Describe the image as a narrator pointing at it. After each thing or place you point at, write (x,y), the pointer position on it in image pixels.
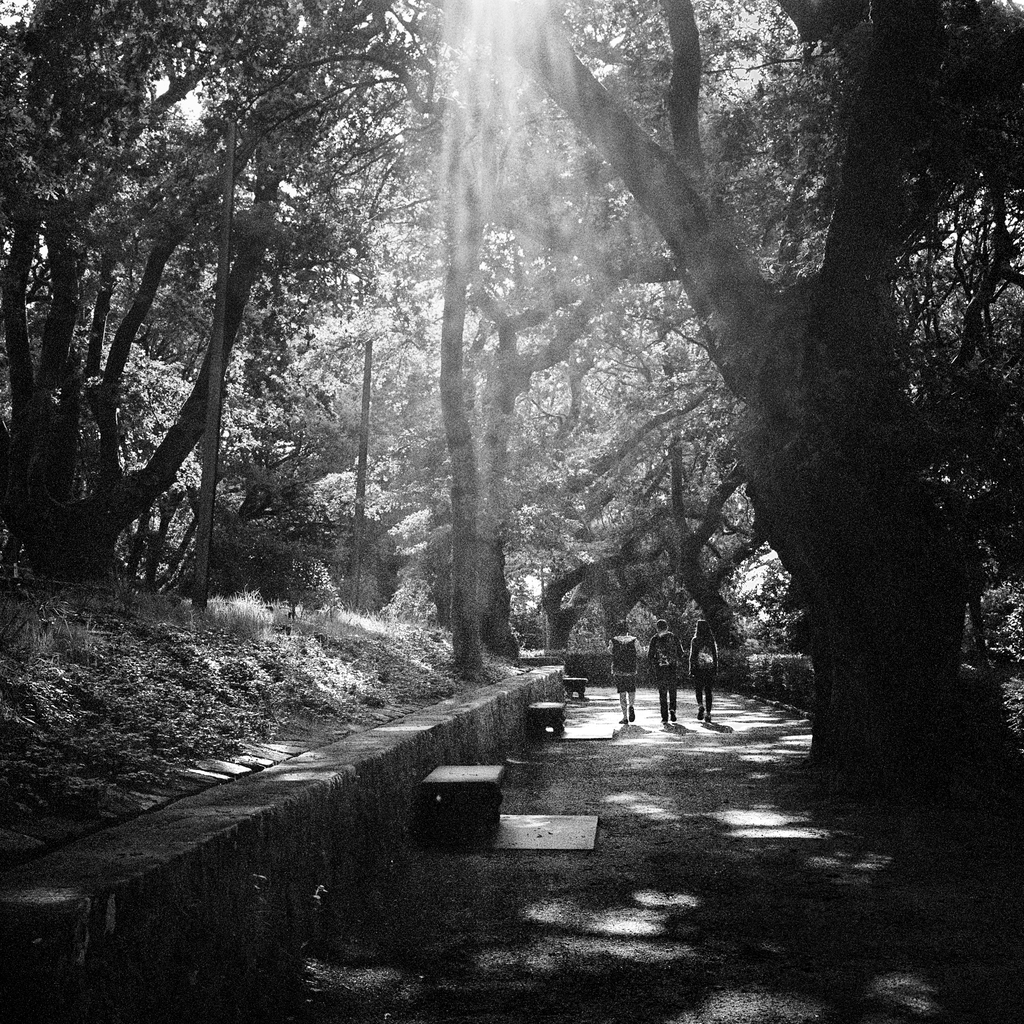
In the center of the image (631,661) there are people (624,642) walking on the road (761,793). Beside them there are some objects (491,778). On the left side of the image (187,676) there is grass (187,676) on the surface (187,676). There are poles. In the background of the image (461,224) there are trees (457,165).
